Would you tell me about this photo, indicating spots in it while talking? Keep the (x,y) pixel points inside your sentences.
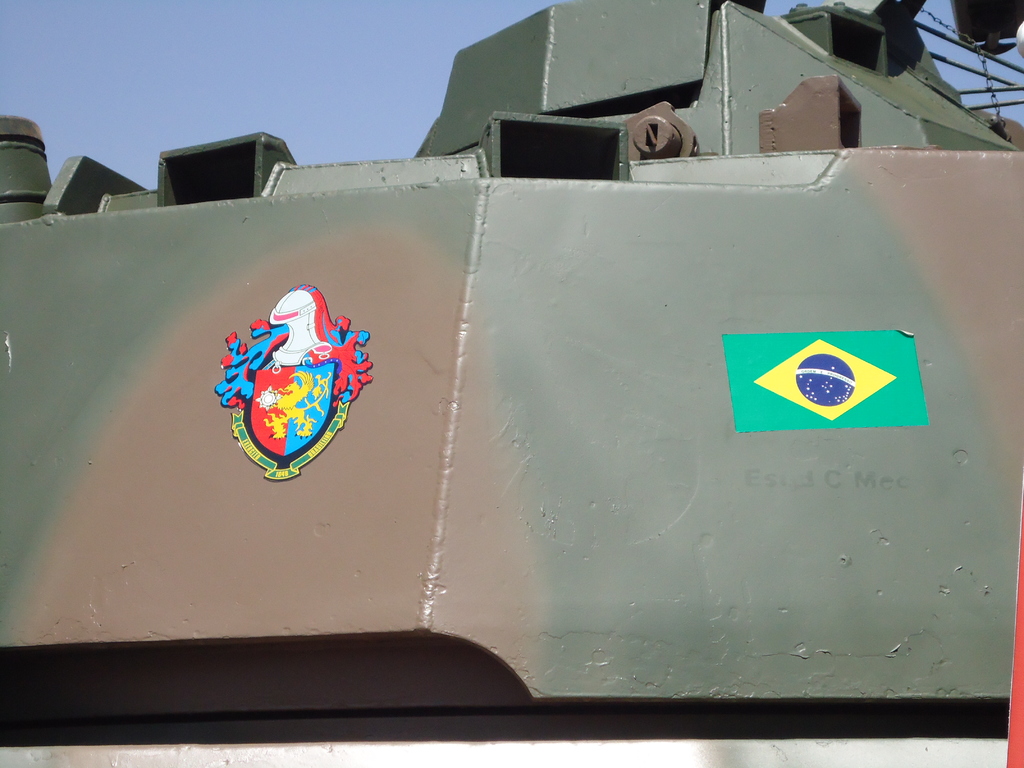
In this image there are metal objects (804,318), stickers (370,375) and blue sky (356,81).
